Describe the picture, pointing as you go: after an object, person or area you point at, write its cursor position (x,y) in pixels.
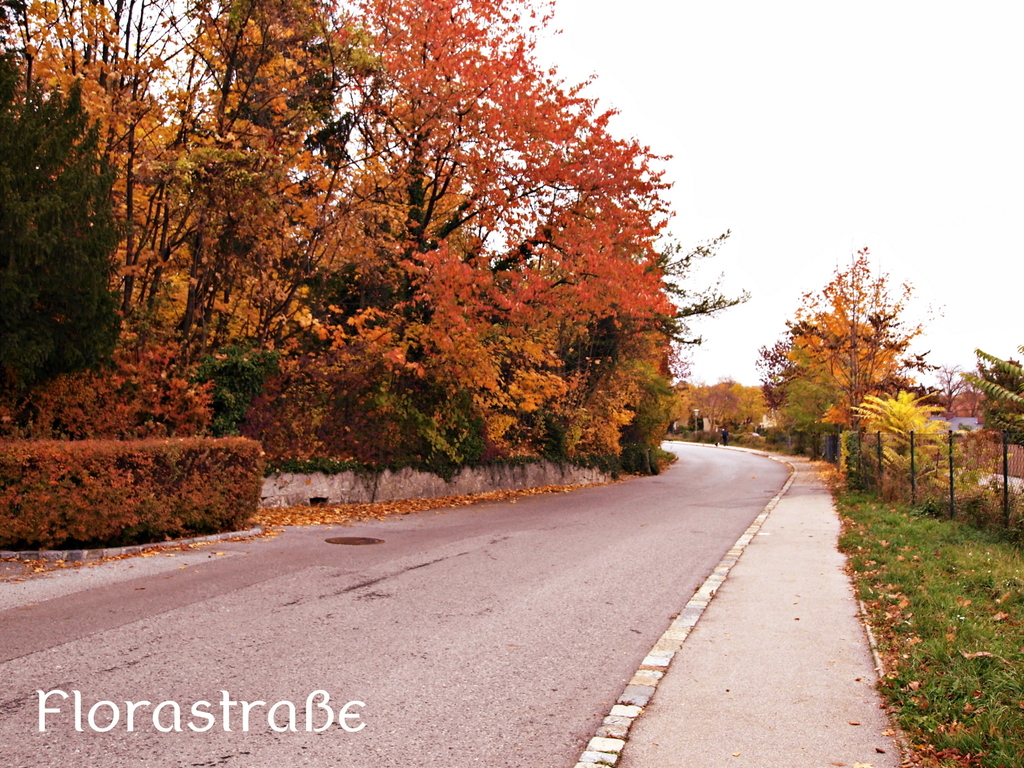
In this image, I can see a road (714,479). On the right side of the image (844,471), I can see a fence (910,472) and the grass (952,667). There are trees (635,370). On the left side of the image (179,473), I can see a hedge (194,481). At the bottom left side of the image (327,700), there is a watermark (242,707). In the background (669,151), there is the sky (678,112).
